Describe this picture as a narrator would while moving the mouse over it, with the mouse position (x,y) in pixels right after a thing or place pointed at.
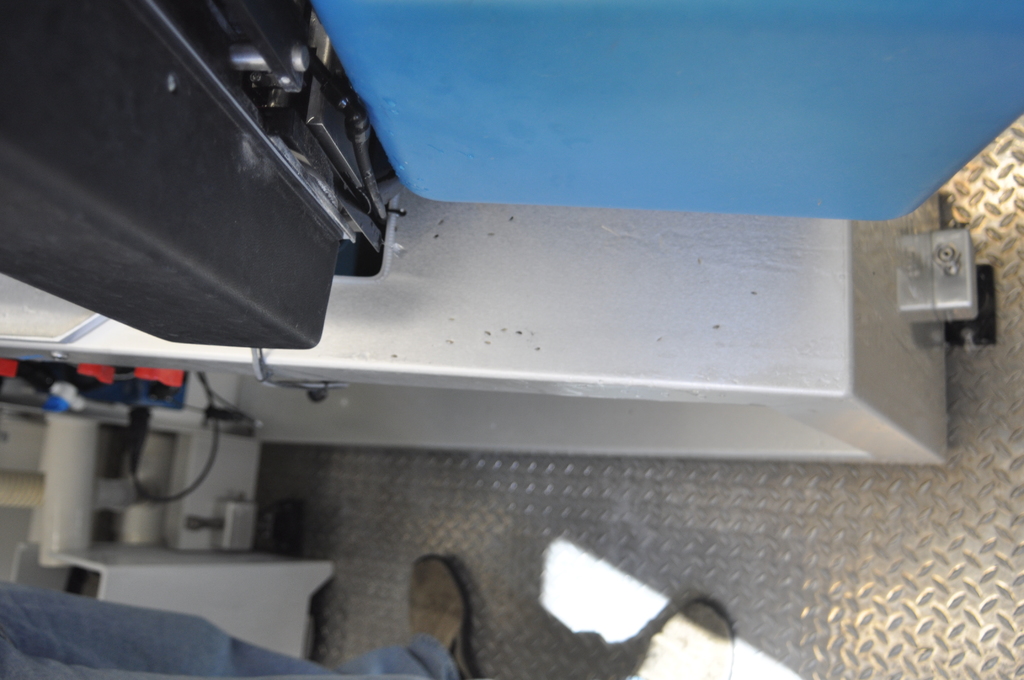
Here we can see a person (125,615) inside a vehicle (713,471).
